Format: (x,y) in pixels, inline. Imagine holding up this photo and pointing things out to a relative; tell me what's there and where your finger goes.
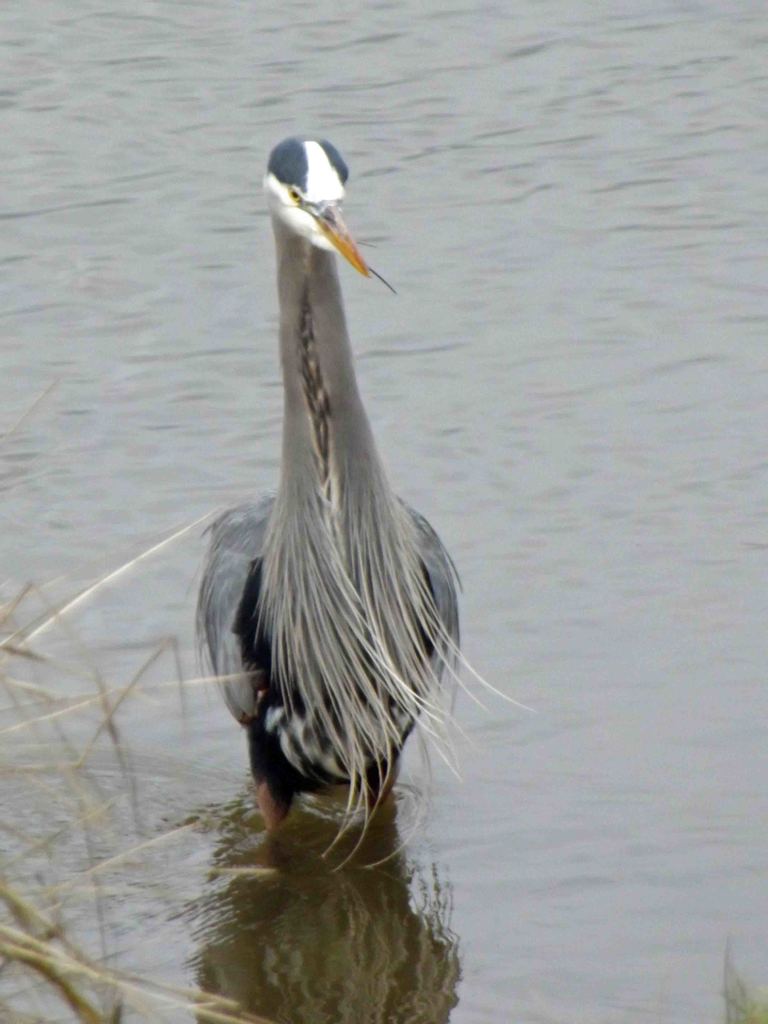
In this picture, we see a bird (385,612) in grey color. It has a long and sharp beak (326,211). It is in water (359,943) and this water (603,435) might be in the pond (487,406). In the left bottom of the picture (117,1023), we see the grass (95,867) or the aquatic plants (86,966).
